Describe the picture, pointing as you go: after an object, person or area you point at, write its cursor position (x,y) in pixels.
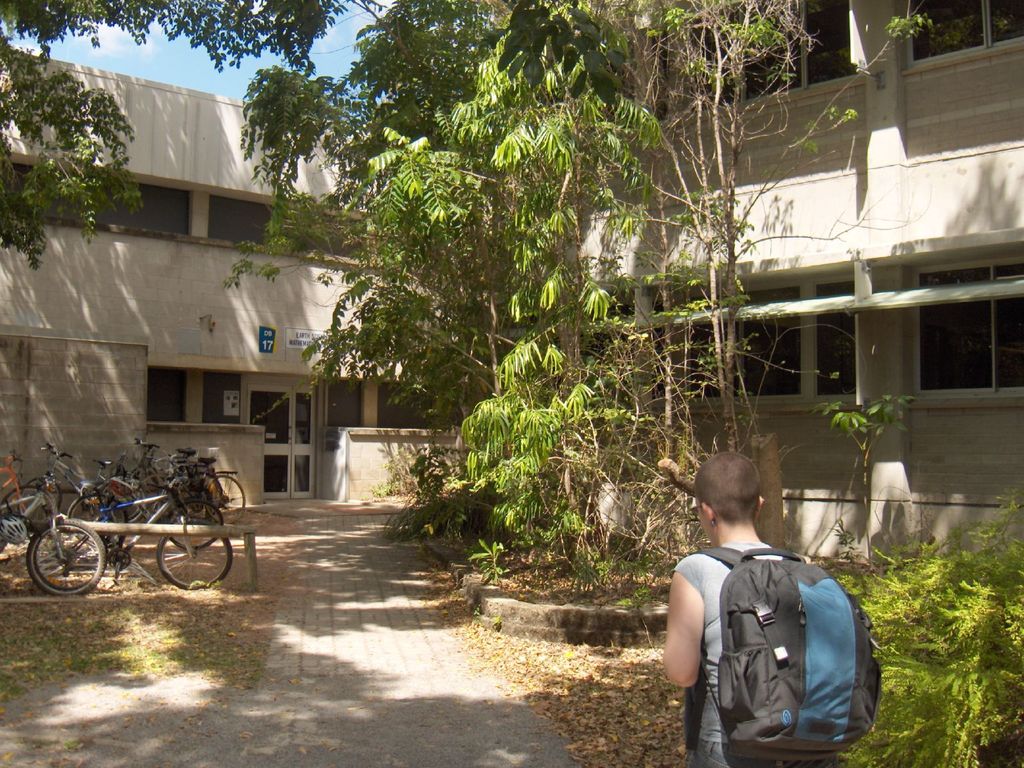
In this picture we can see a person (691,558) is walking into the building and the person (693,614) is wearing a backpack (736,584), in front of her we can see couple of bicycles (173,508), trees (427,284) and buildings (169,200).
